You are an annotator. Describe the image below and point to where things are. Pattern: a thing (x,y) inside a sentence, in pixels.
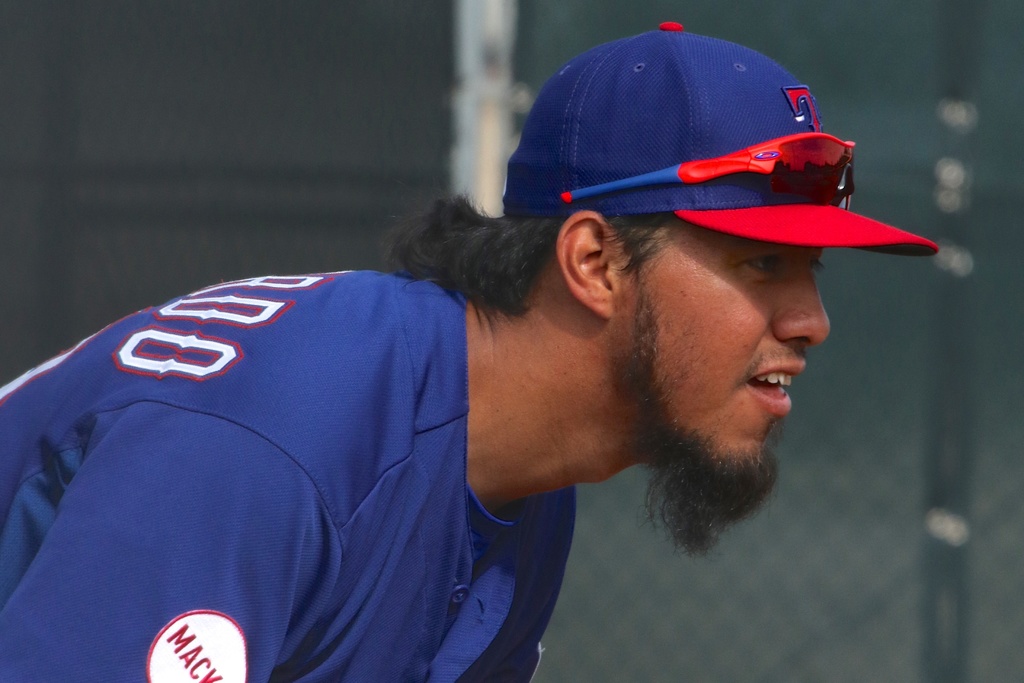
In this image I can see a person (406,461) wearing blue colored shirt (343,454) and blue and red colored hat (811,239) is standing. I can see the blurry background (184,269).
